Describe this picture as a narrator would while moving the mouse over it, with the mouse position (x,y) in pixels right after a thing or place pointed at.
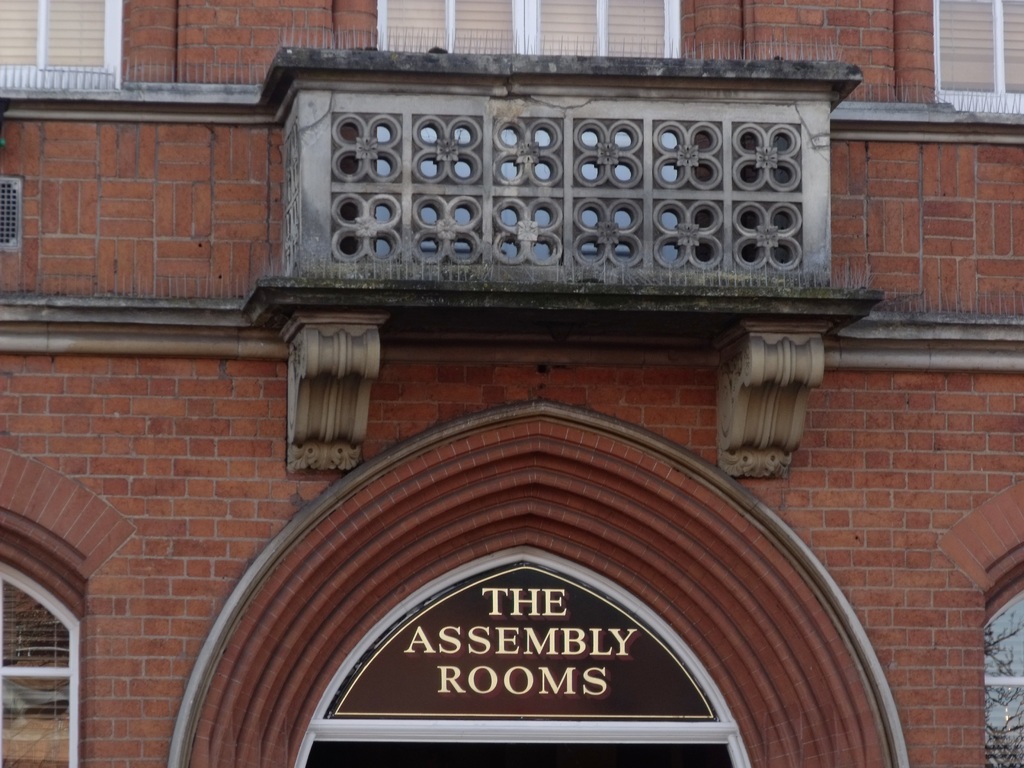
The picture consists of a building (327,224). At the bottom (21,667) there are windows (48,661) and text (535,608). In the center of the picture (588,270) there is railing (699,160). At the top (15,26) there are windows (118,44).
